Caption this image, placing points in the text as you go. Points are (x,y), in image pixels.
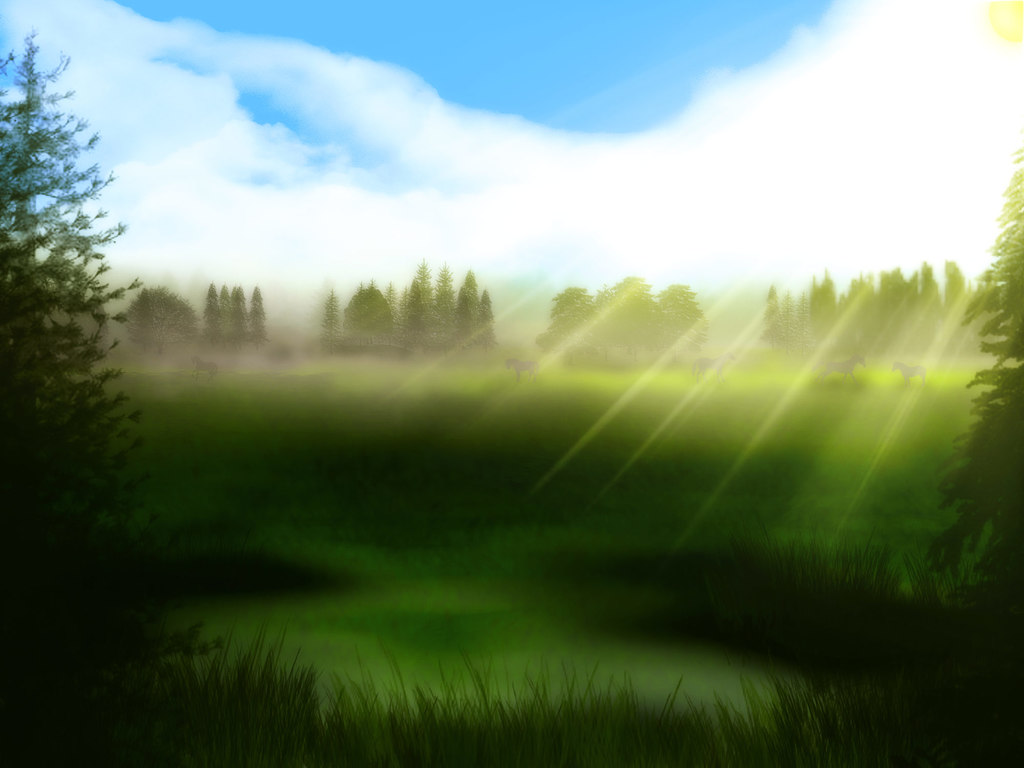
In this image we can see land (513,437) with grass (306,482), around the land (305,516) trees (999,435) are present and on the land (155,381) some animals (832,370) are there. The sky (469,133) is blue with clouds (618,168).
